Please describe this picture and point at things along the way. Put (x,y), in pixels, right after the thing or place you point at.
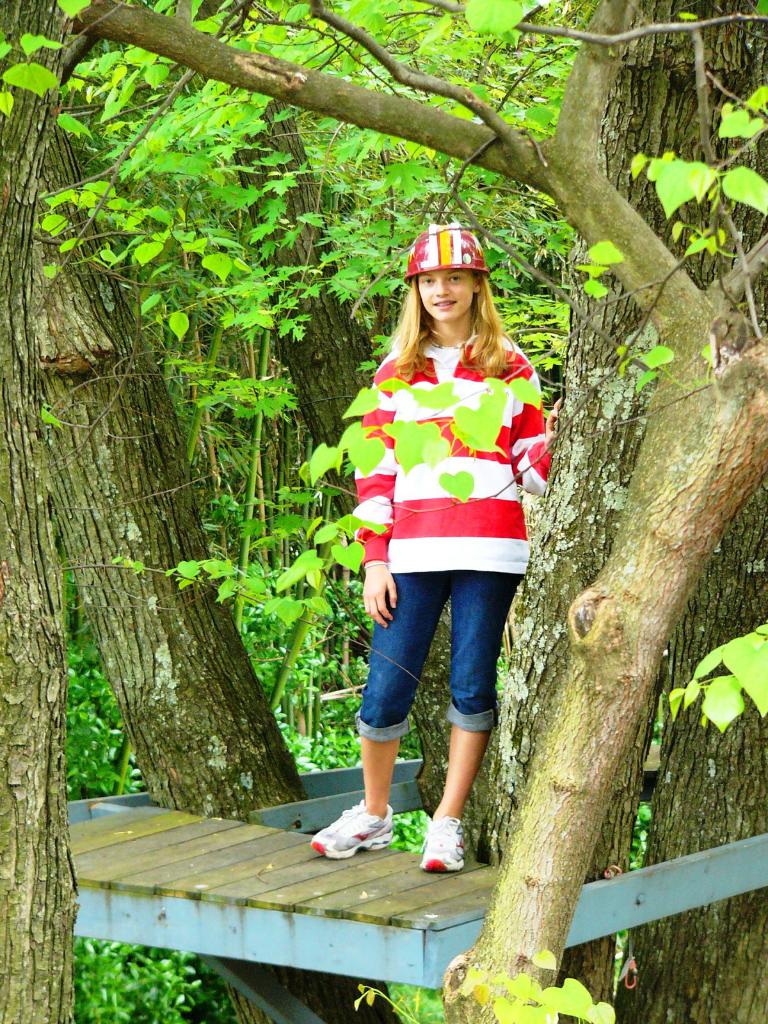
In this image we can see a lady (439,329) standing on the wooden bench (260,844). In the background (572,444) we can see trees (266,246).
